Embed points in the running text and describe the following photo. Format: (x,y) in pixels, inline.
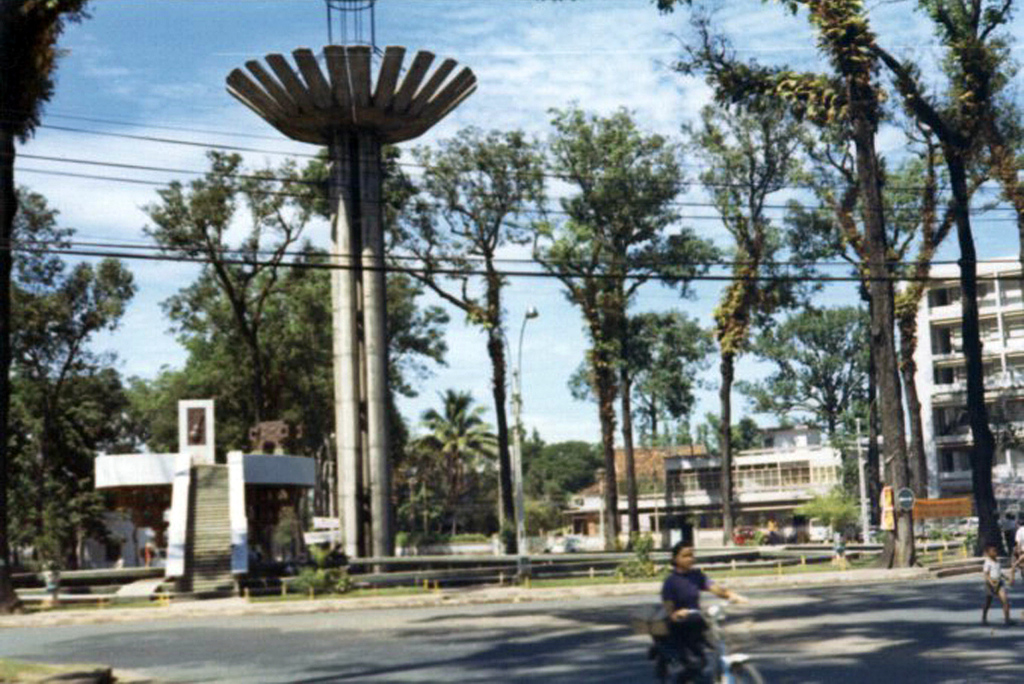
In this image we can see a three people (682,617), one of them is riding on the bicycle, there are some trees (608,521), plants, pole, buildings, wires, also we can see the sky (537,54).
